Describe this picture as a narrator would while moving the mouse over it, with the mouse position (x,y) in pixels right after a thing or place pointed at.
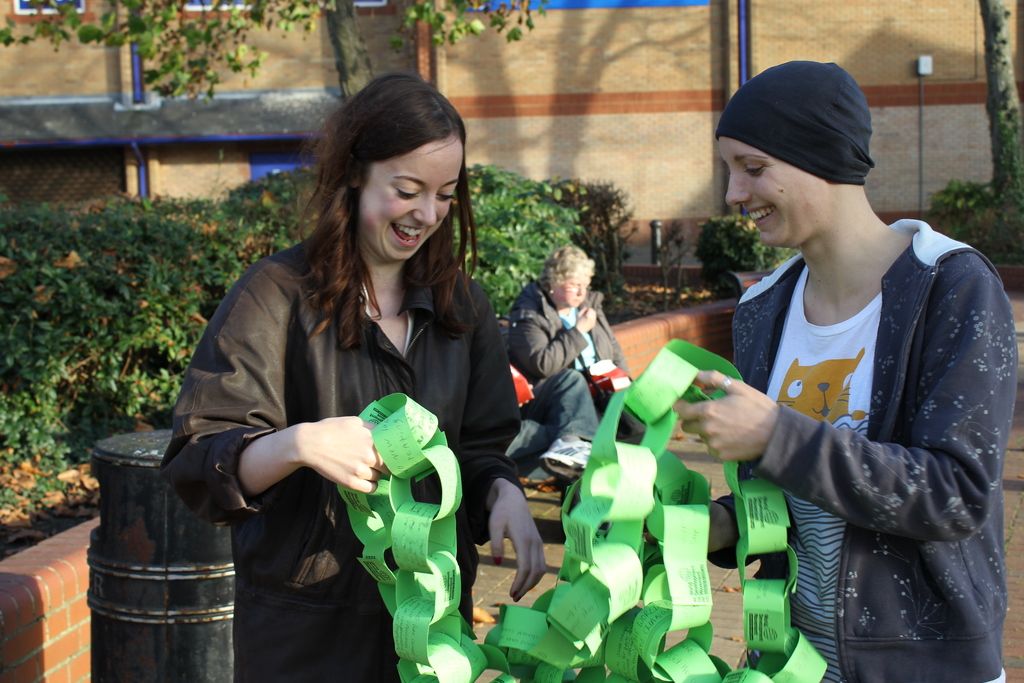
In this image we can see two women (488,348) holding the list of some papers (623,585). On the backside (582,436) we can see a woman (569,344) sitting, a container (151,504), a fence (40,546), a group of plants (147,306), trees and a wall (463,106).
